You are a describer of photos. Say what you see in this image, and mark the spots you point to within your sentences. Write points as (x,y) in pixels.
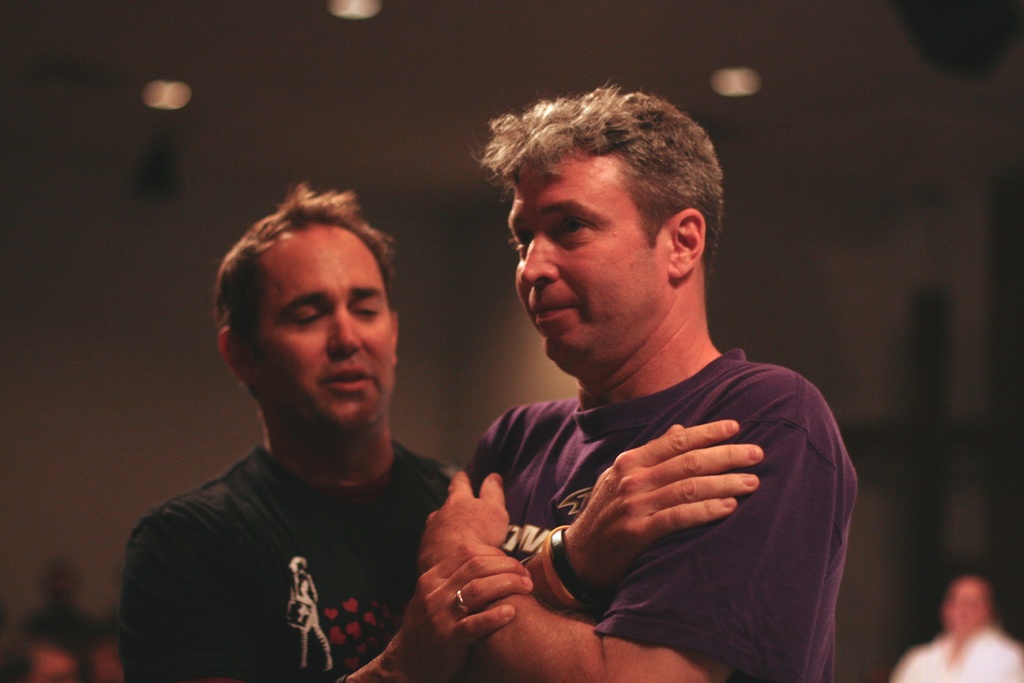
In this image we can see there are two persons (490,500) standing and the other person (341,424) holding the hand (472,519) of the other person (471,472) and blur background (282,61).
